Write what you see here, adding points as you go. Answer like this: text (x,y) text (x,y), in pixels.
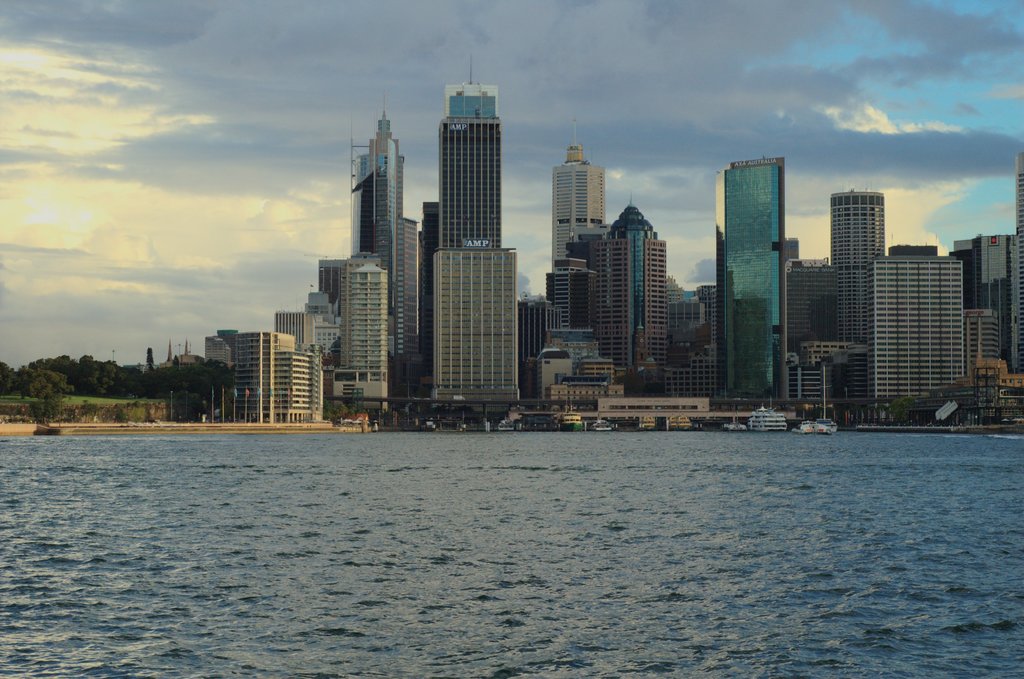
In this picture we can see the water (411,436), buildings (579,313), trees (24,388), poles (213,395), boats (570,417), some objects (702,426) and in the background (518,82) we can see the sky (518,82) with clouds (720,36).
